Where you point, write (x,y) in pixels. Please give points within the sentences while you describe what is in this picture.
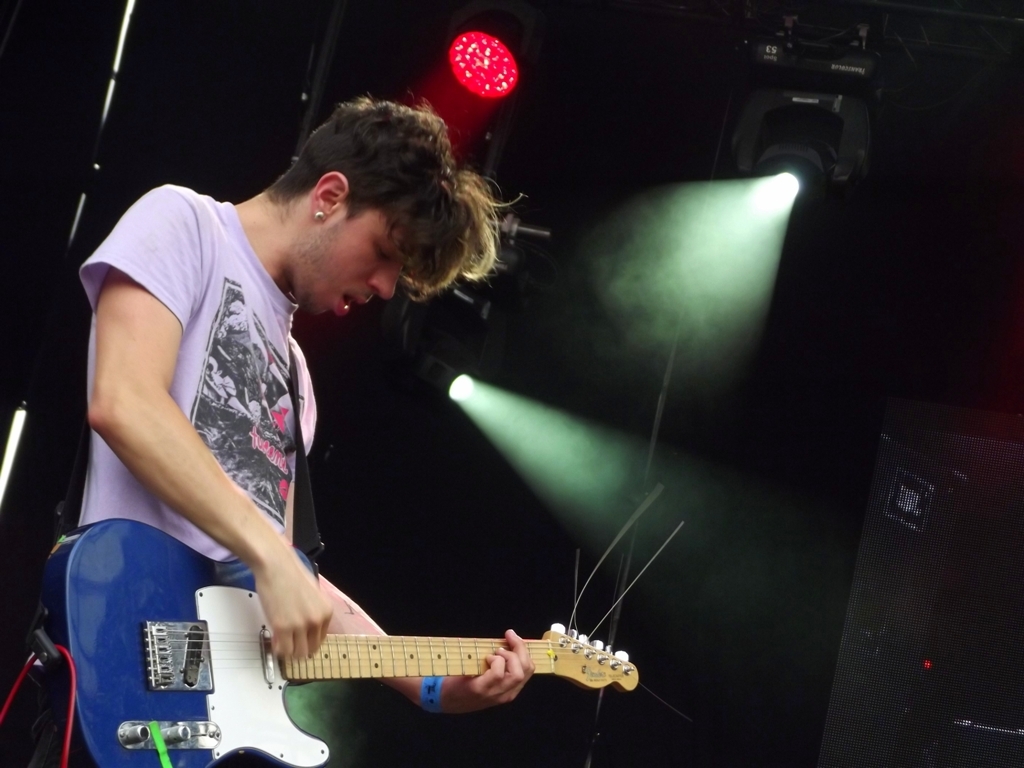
In this image there is a person (219,346) wearing a light purple color T-shirt (201,296) playing a musical instrument (224,716) and at the right side of the image (754,259) there is a light (802,174) and at the bottom right of the image (919,679) there is a sound box (910,510).
